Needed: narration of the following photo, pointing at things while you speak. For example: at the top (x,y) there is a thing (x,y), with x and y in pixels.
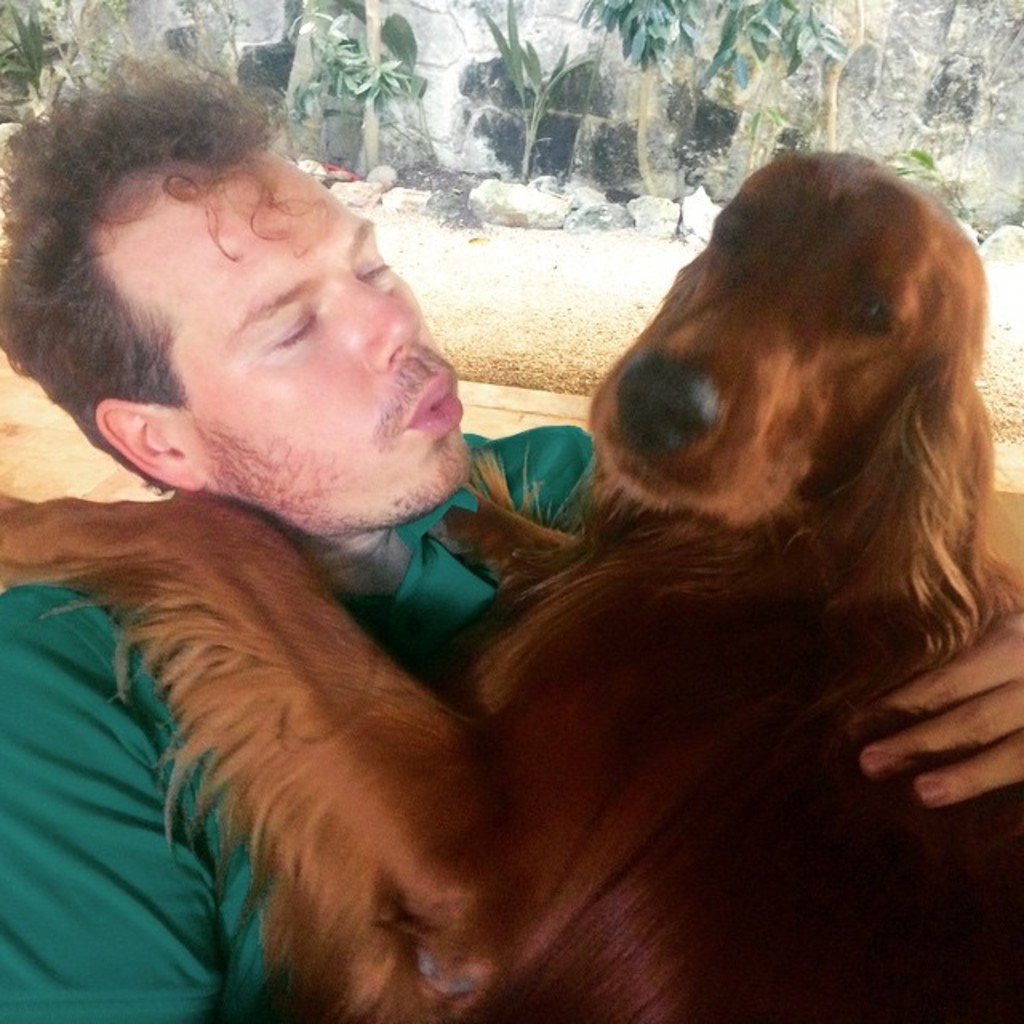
In this image the person (251,402) is holding the dog (626,611) and he is wearing the green shirt (107,836) and background (634,251) is very sunny behind the person (84,892) some trees (412,70) are there.
